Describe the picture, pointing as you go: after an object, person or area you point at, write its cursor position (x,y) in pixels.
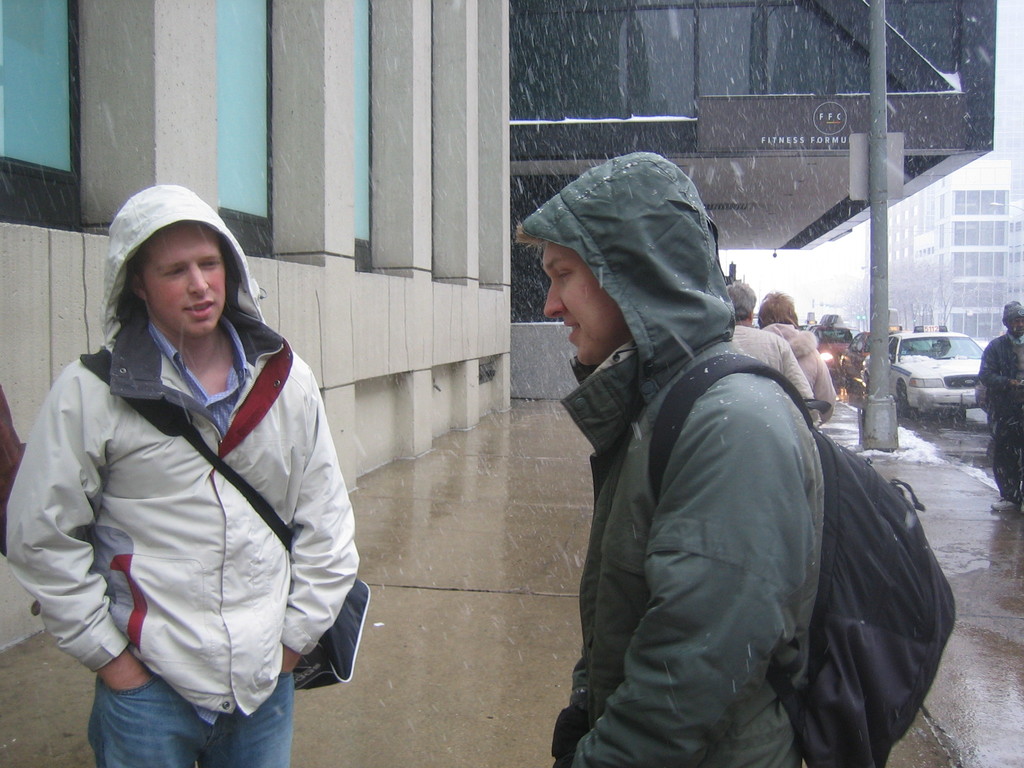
In this image there is a person (659,550) wearing a jacket (649,559). He is carrying a bag (910,635). Before him there is a person (297,583) carrying a bag (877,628). He is wearing a jacket (333,569). He is standing on the pavement (405,684). Right side (858,194) there is a board (857,166) attached to the pole (890,413). There are vehicles (927,337) on the road (932,430). There are people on the pavement (962,585). Background (1004,211) there are buildings (785,211) and trees (905,308).
